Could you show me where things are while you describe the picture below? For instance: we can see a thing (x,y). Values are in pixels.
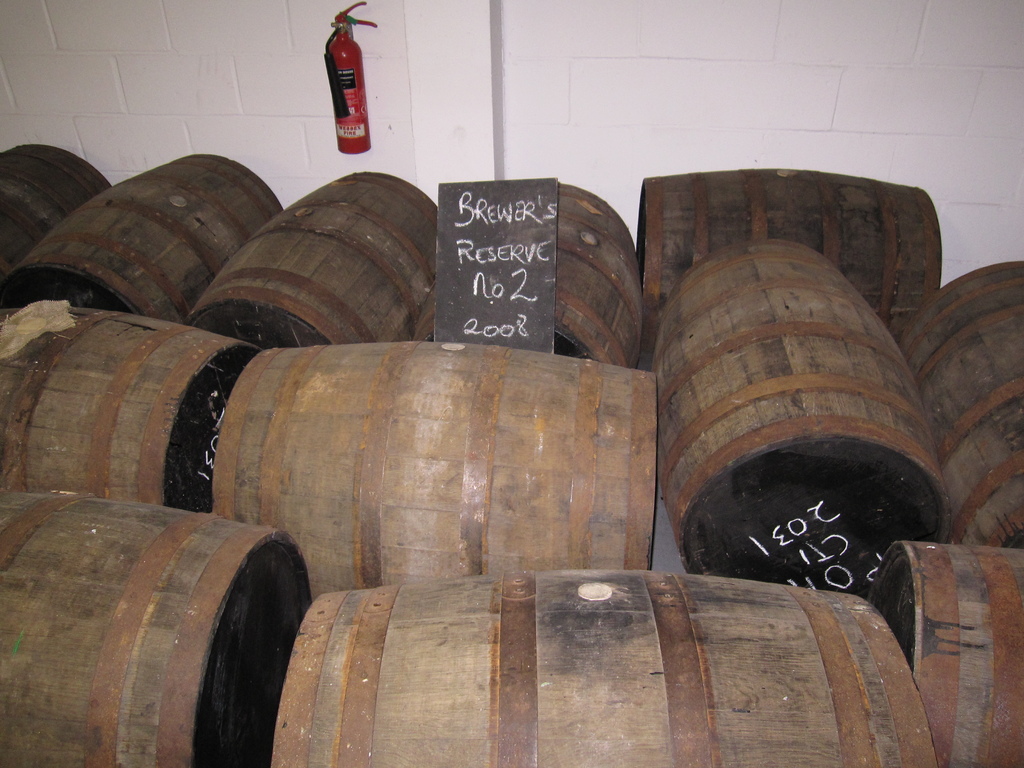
In the foreground of this image (539,664), there are barrels (541,554) on the ground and a board (530,197) on it. In the background (580,114), there is a white wall (547,54) and a fire extinguisher (355,8) on the wall (310,169).
